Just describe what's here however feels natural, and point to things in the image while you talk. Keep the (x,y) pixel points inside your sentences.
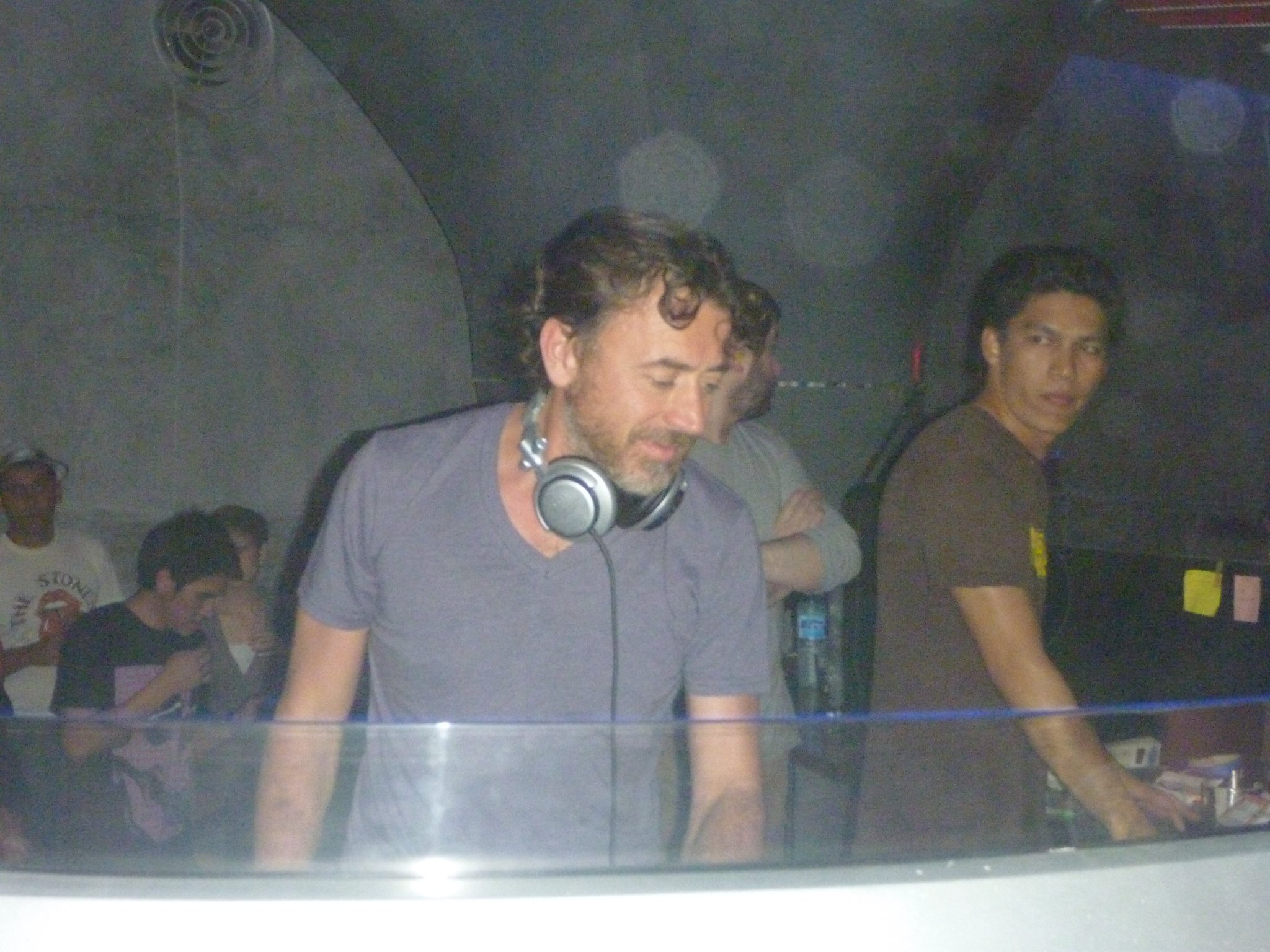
In this image we can see a group of people (572,421). In that a man (602,640) is wearing a headset (648,530). We can also see a wall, a bottle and some papers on the table (1058,822). On the bottom of the image (1010,810) we can see the glass (1007,813).
